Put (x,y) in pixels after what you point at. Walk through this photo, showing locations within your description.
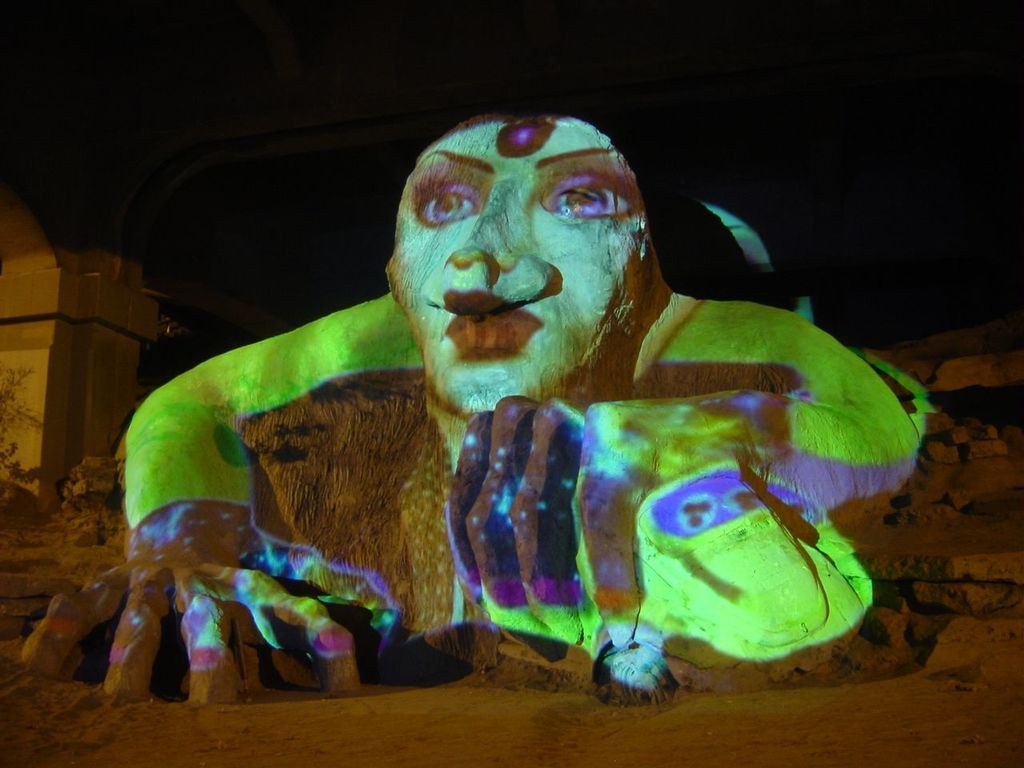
It is a painting (322,348) done on a rock (338,532) and the image is captured in the night time.
